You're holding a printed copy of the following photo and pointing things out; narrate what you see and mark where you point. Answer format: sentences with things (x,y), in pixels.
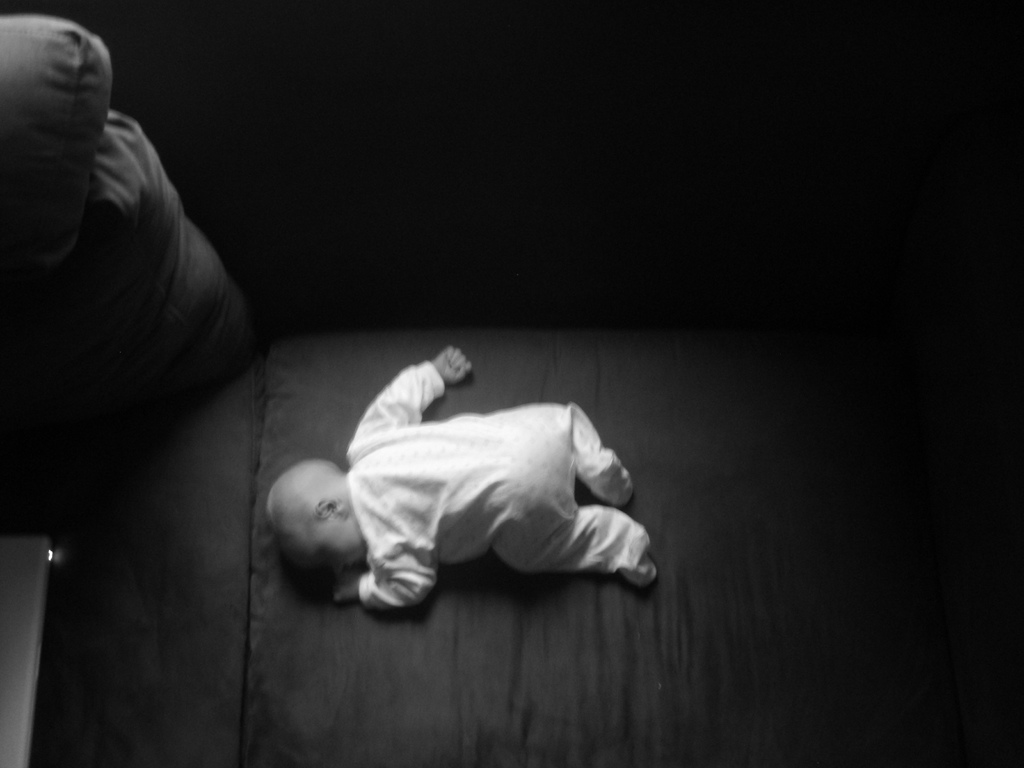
In this picture we can see a baby (367,411) lying on a platform (726,578), device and in the background (413,168) it is dark.
